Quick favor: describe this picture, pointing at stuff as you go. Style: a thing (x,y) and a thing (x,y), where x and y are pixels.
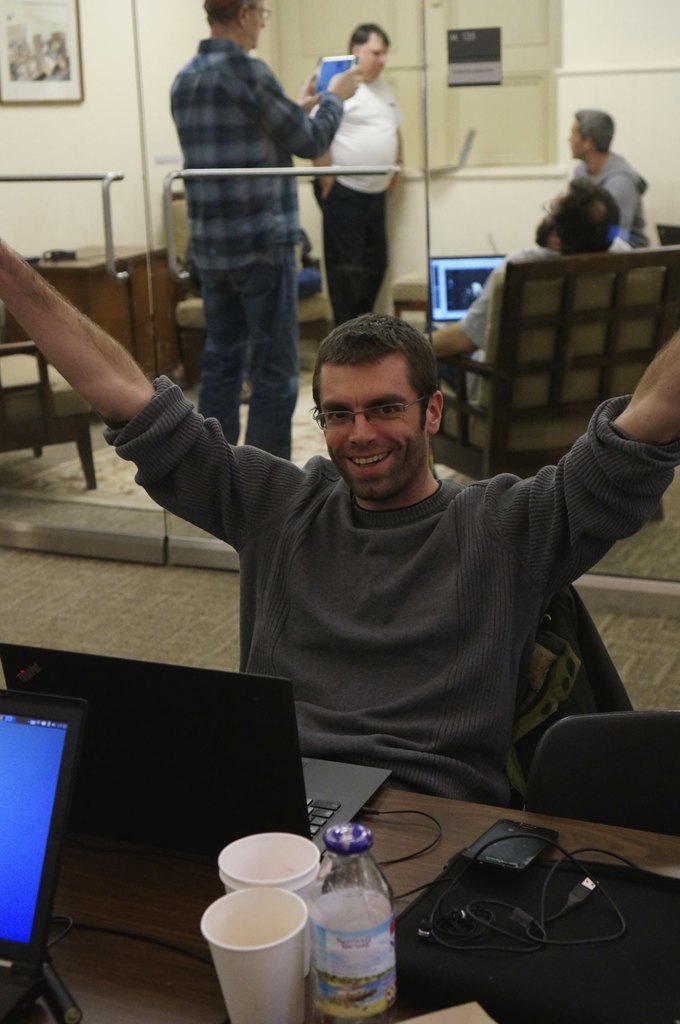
In this image we can see a person (306,586) sitting on a chair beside a table (467,808) containing the laptops (274,767), bottle (323,879), cups (225,923), a phone (477,845) and some wires (430,933). On the backside (248,343) we can see some people (374,148). In that a person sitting on the chair (504,375) is holding a laptop (436,284) and the other is holding a display screen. We can also see a table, chair (512,357) and a photo frame (16,2) on a wall (63,155).
